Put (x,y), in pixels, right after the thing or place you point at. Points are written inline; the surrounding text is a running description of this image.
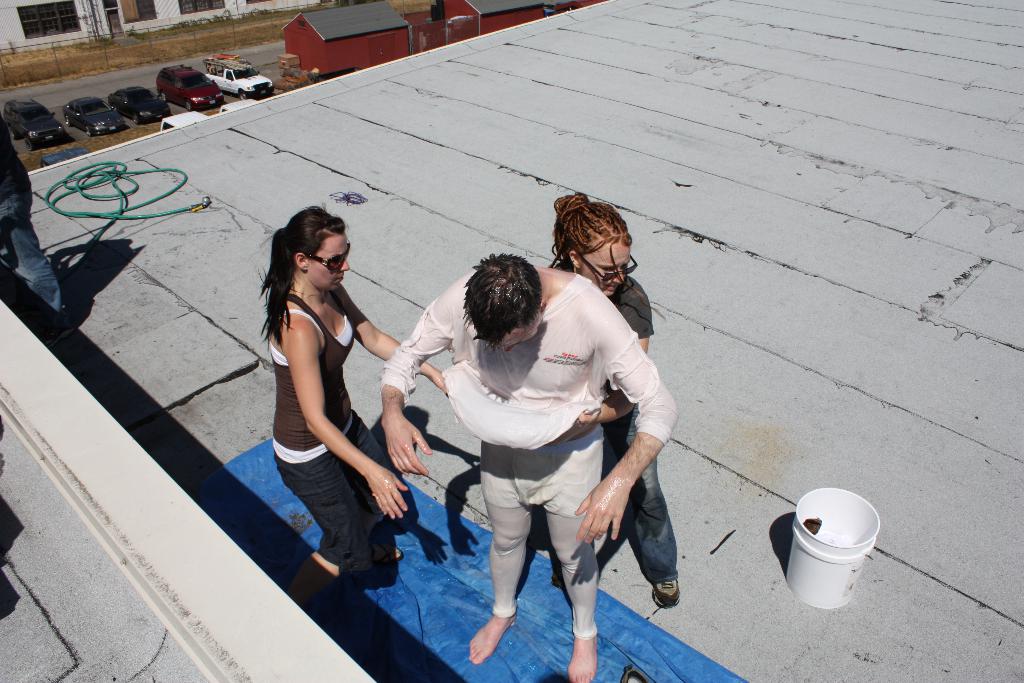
In this image at the bottom (506,509) there is one man (506,484) and two women (651,512) who are standing and on the right side (807,555) there is one bucket (811,511), in the background (322,26) there are some cars (54,158) and buildings (351,29), fence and grass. And on the left side (9,217) there is one man (3,242) who is standing, beside him there is one pipe (95,218). At the bottom (878,465) there is a floor (888,373).
